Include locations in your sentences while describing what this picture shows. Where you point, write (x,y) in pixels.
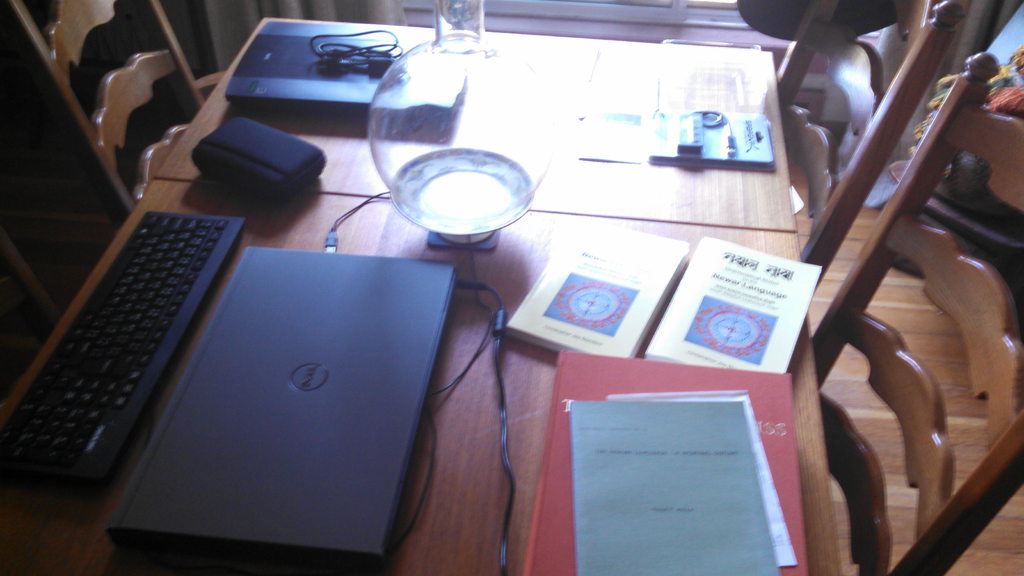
In this image I can see books (640,411), laptop (225,390), keyboard (96,374), glass (413,172) on the table (614,163) and there are also some chairs (10,249).
